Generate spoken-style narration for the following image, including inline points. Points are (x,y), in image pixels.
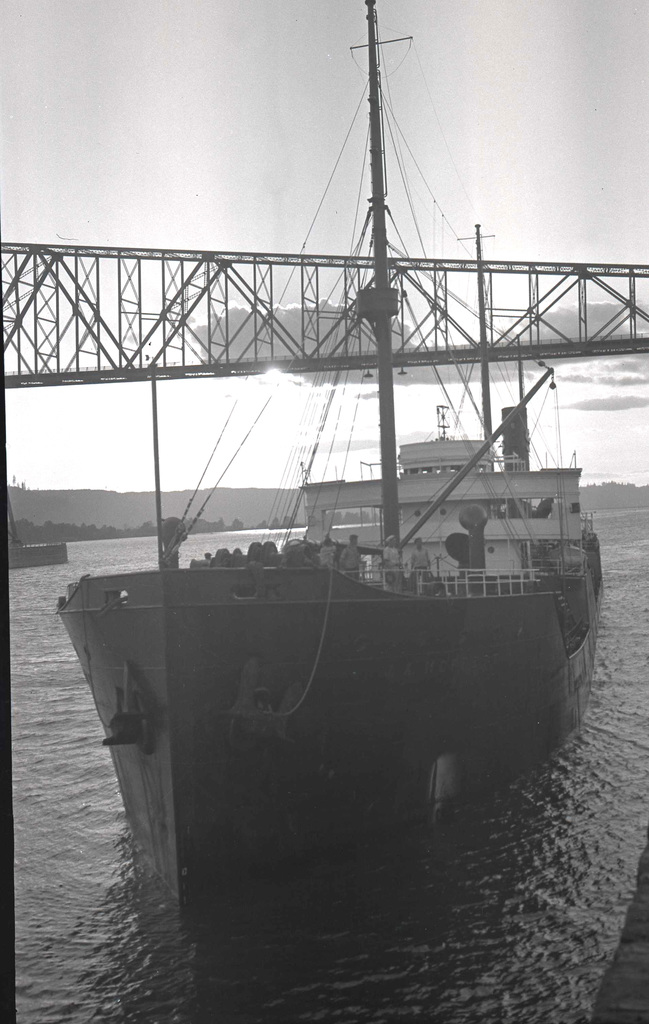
In the image we can see the black and white picture of the ship (369,497) in the water (282,542). Here we can see the pole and ropes (414,218) attached to the pole (484,355). Here we can see metal bridge (559,353), plants (43,534), hill (127,499) and the sky (195,185).
